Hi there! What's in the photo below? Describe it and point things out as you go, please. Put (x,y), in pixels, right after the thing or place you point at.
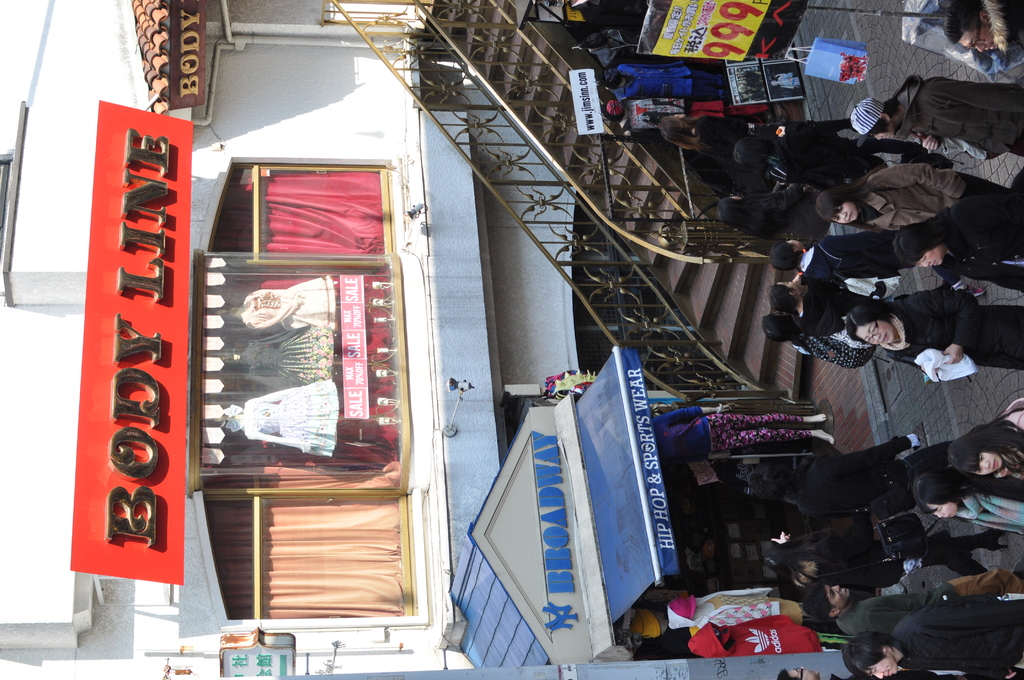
In this image there are group of person (946,486) standing and walking. The woman (952,359) in the center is holding a white colour object (964,362) in her hand (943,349). The man (899,601) at the left side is having smile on his face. In the background (760,281) there are steps (737,286), building (414,293), showcase (303,394) with 3 statues (292,370) and with dressed, 2 curtains (344,193), and a text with red colour background (178,262) with the name body-line. There is a blue colour tent (637,505) with the name hip hop and sports wear and broadway with white colour background (536,544). At the right side (723,21) there is a banner (689,18) and some sign board (593,102).
